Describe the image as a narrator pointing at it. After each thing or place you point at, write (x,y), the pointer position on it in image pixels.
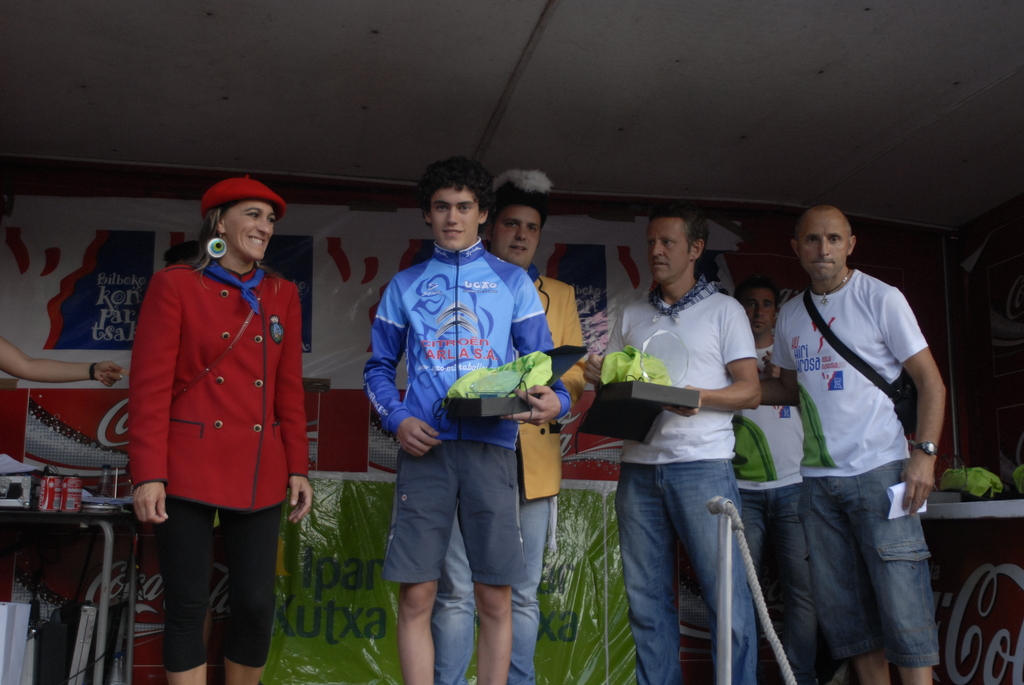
In the image we can see there are people (455,362) standing, they are wearing clothes (278,366) and some of them are carrying objects (631,400) in their hands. Here we can see rope (762,597), pole (725,565), banners (327,544) and text (317,569) on it. Here we can see the table (21,511), on the table (59,522) we can see many other things (62,508) and here we can see a cable wire (66,680).
